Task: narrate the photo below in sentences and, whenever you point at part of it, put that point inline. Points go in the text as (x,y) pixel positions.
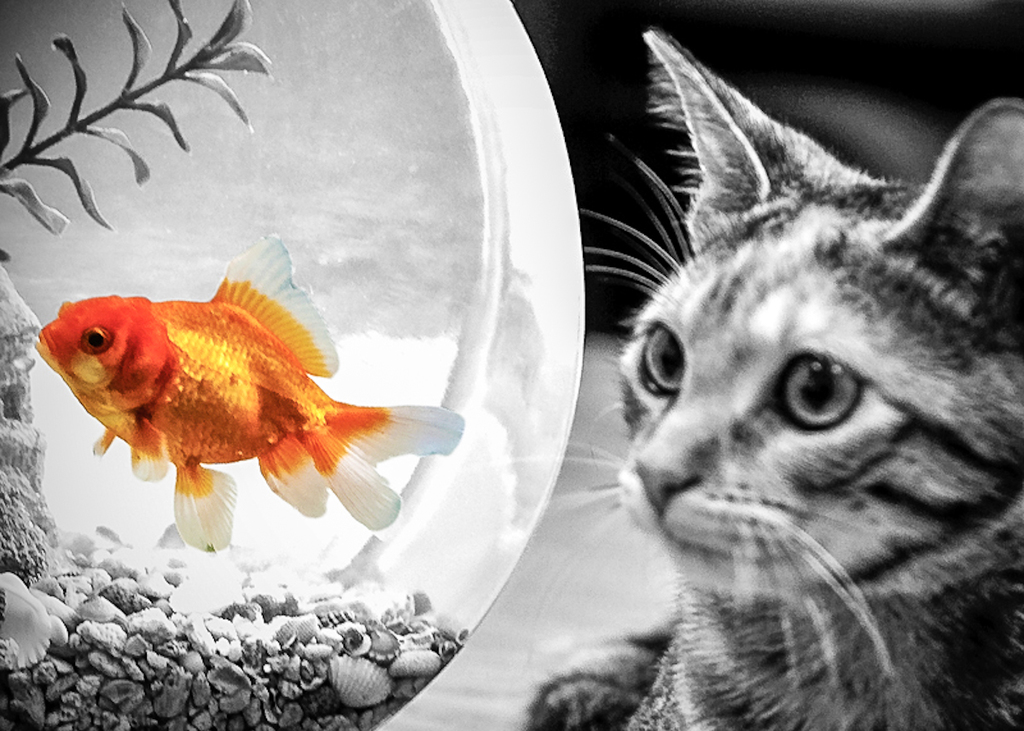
This is the picture of a cat (805,145) which is beside the pot (558,239) in which there is a fish (201,373) and some other rocks (285,606).
